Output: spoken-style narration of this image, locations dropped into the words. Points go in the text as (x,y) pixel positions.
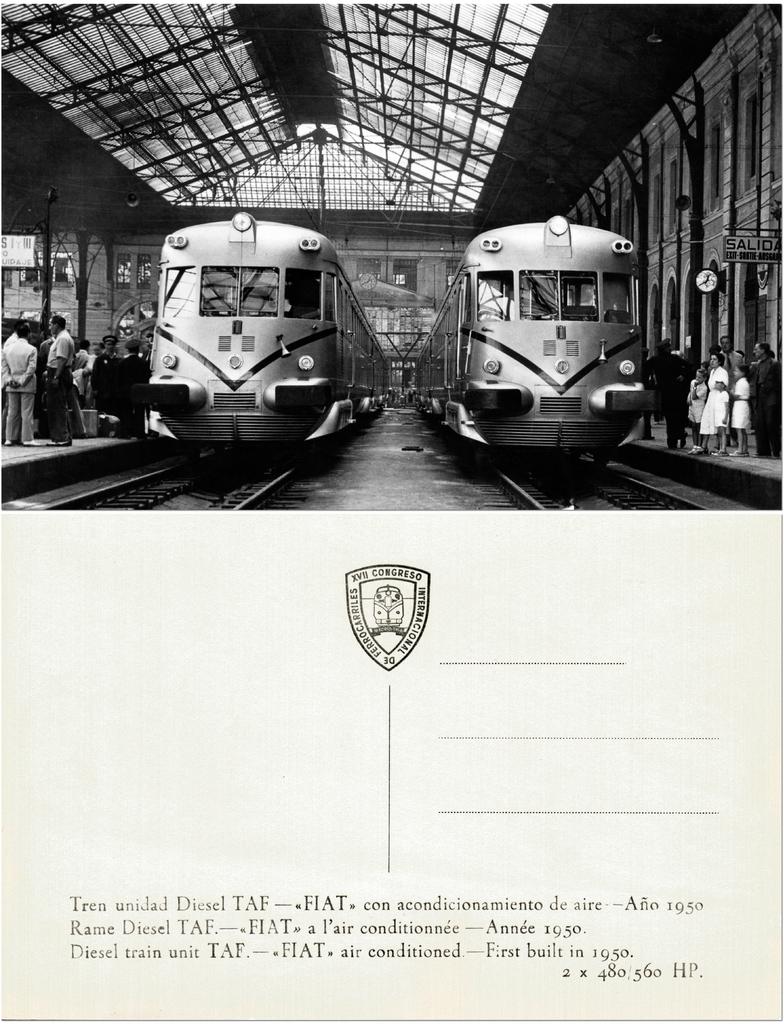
In the picture we can see a card (408,645) with a photograph (403,461) of two trains (593,440) on the tracks (472,458) and besides it we can see people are standing on the platforms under the station (598,112) and under the photograph (418,461) we can see a logo (362,583) and under it we can see some information (127,934).
